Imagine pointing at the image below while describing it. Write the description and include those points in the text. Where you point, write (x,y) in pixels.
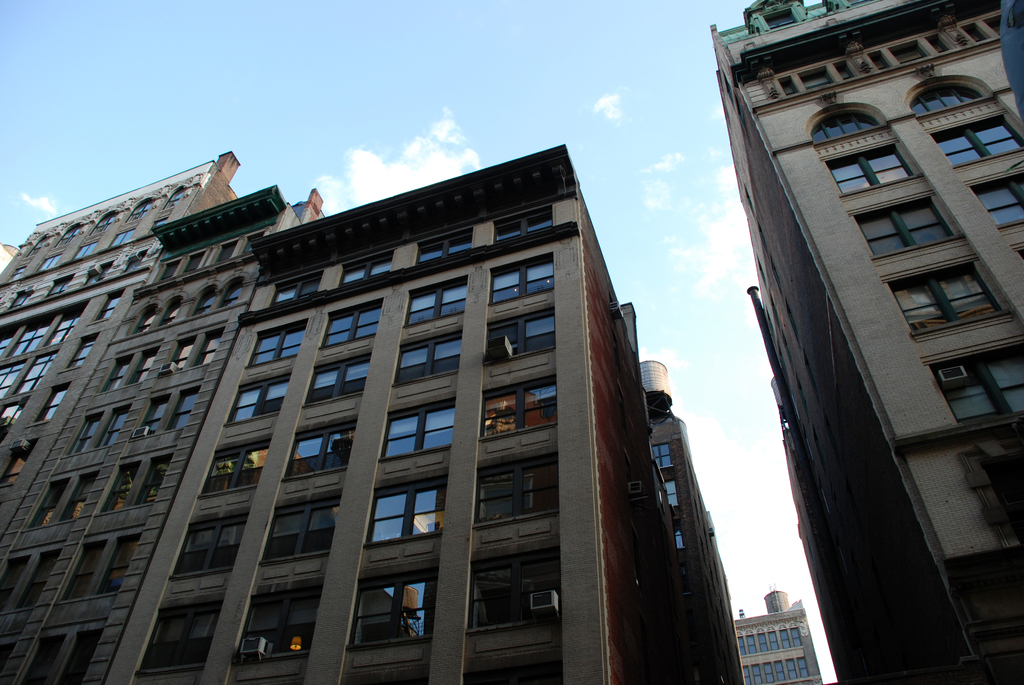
In this image I can see few buildings (345,380) along with the windows (430,370). At the top of the image (347,69) I can see the sky (406,149) and clouds (386,165).
